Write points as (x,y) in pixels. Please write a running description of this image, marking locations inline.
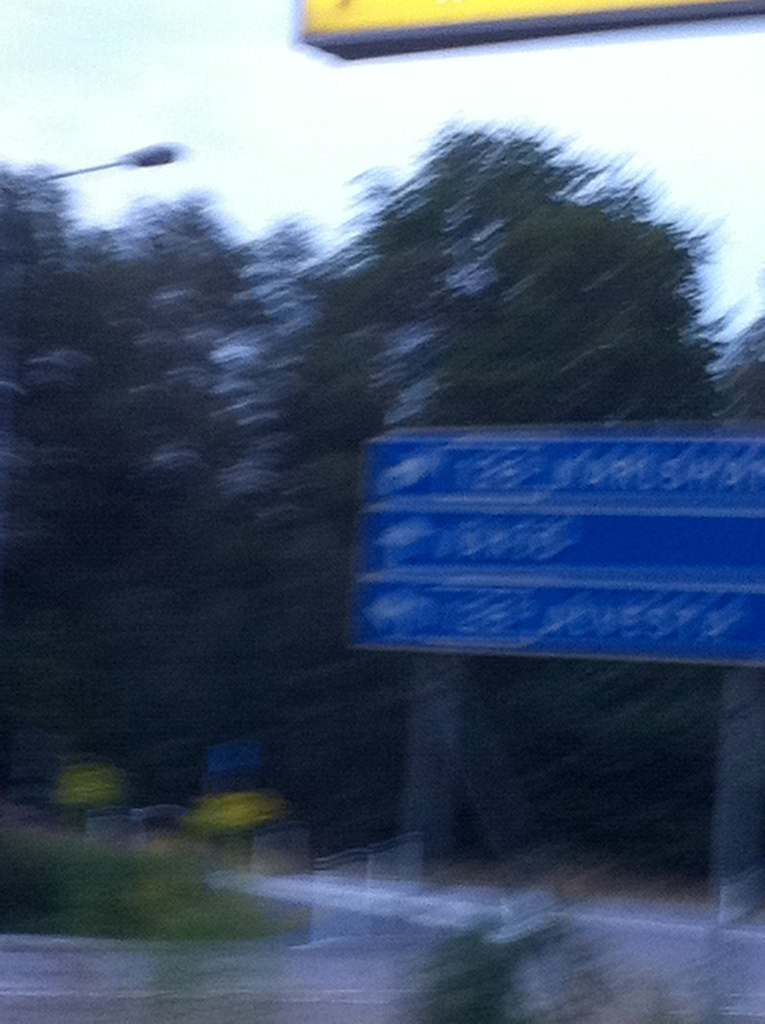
In the foreground of this blur image, we can see boards (417,31), trees (515,282), pole (123,168) and the road (343,964) at the bottom (387,957).
